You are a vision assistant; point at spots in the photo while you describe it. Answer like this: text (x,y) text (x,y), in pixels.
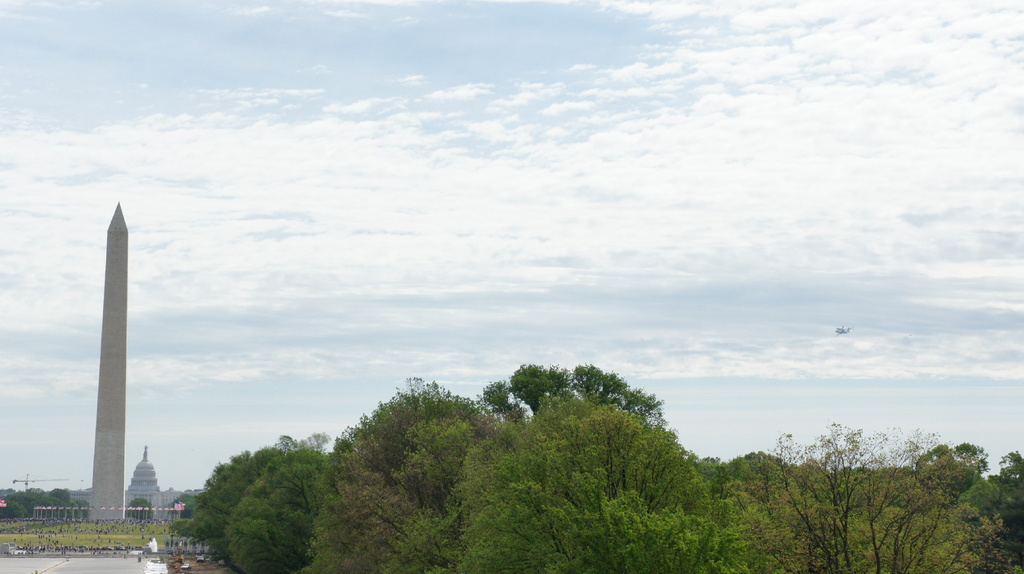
In this image I can see number of trees (912,513), few buildings (121,489), clouds (172,175) and the sky (405,197). I can also see green ground (122,526) over there.
